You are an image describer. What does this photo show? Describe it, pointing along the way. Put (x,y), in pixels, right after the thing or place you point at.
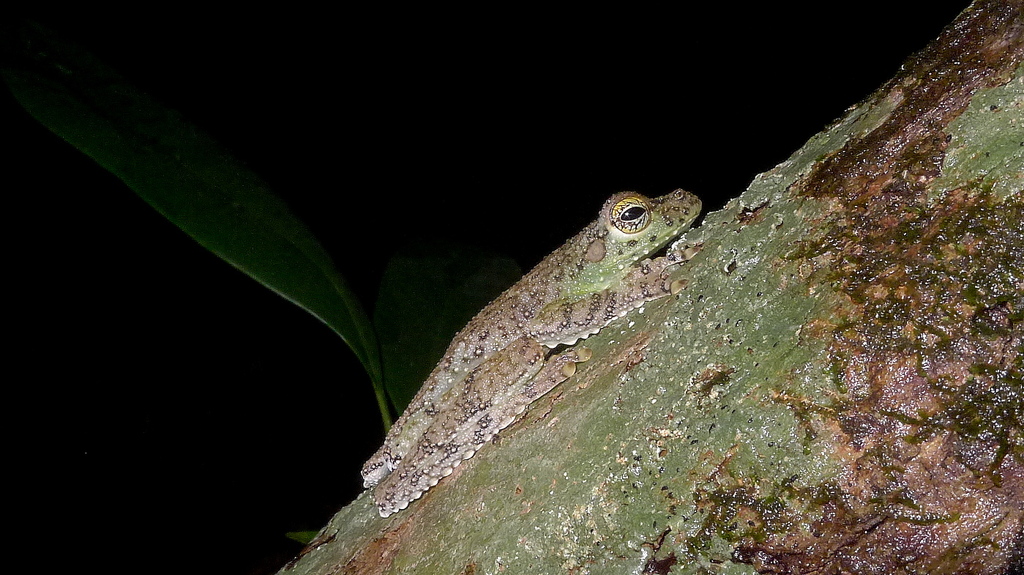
In this image I can see in the middle (514,283) it looks like a frog (565,355). On the left side (330,256) there is the leaf (149,148).
